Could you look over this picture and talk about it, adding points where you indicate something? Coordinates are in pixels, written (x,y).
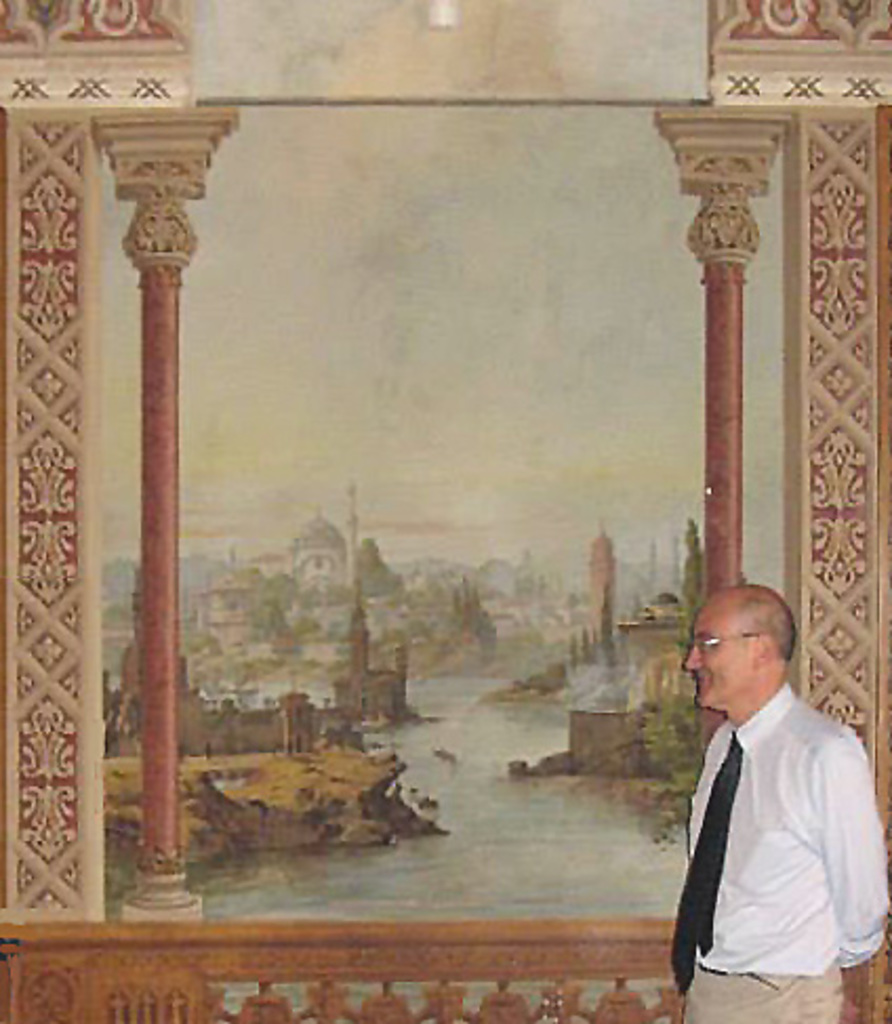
Here in this picture we can see an old man (708,614) standing in front of a painting (426,857). The old man (705,754) is wearing a white shirt (762,860), black tie (708,851) and a cream colored pant (758,997). The painting (357,901) has a castle (306,531) and a river (458,752) in it.
